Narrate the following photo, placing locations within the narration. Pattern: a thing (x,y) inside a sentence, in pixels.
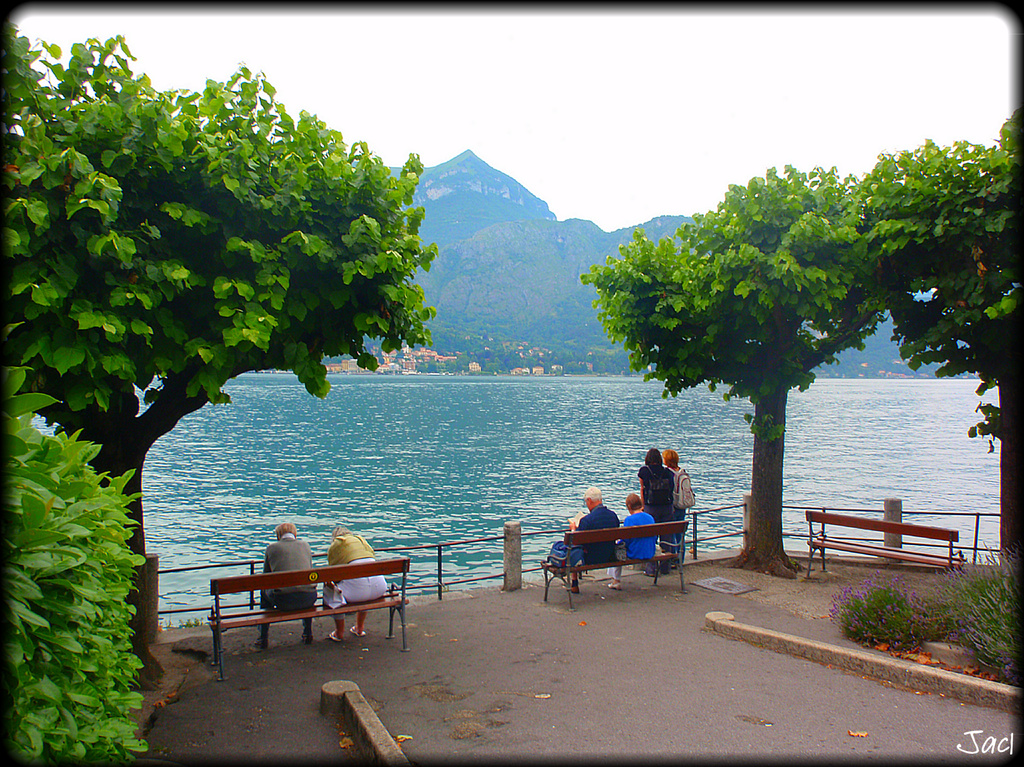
In the image we can see there are people (648,520) sitting on the bench (394,566) and two of them (664,517) are standing, they are wearing clothes (284,545). Here we can see the water (428,438), fence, grass (1001,642) and the hills (471,275). We can even see there are trees (339,330), sky (783,45) and the road (671,681).
